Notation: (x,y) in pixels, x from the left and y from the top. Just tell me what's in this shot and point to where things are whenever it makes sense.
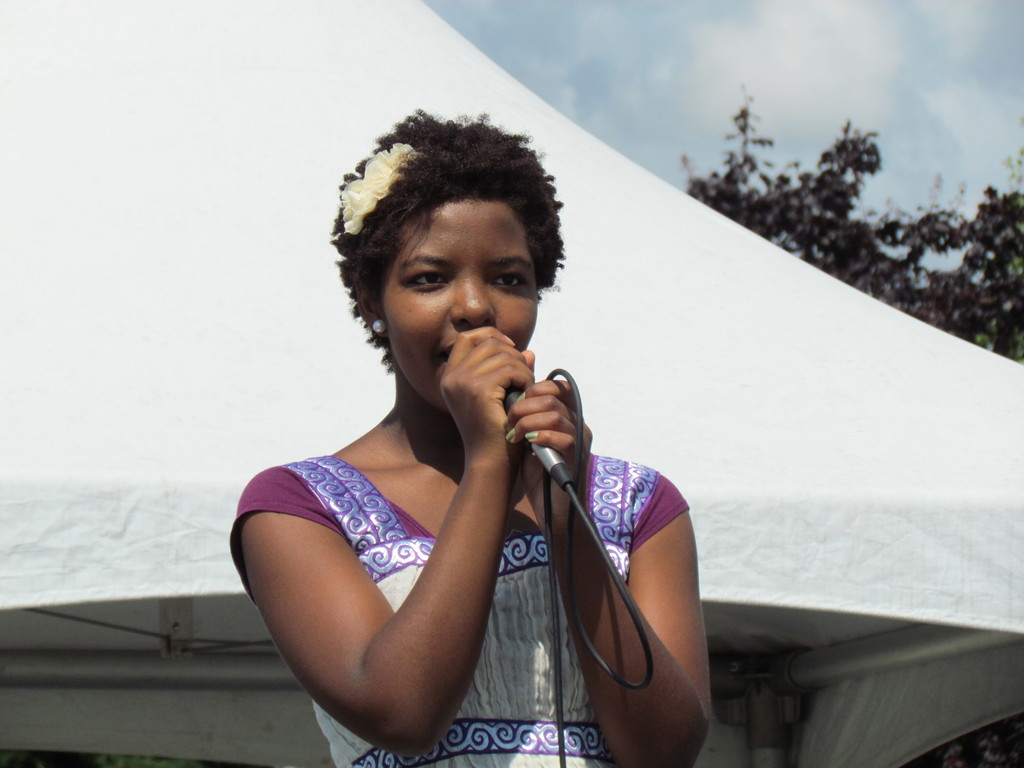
This image consists of a woman (664,701) standing and singing a song in mike (558,480). The background wall (165,133) is of white in color. On the right top (984,85) sky (965,28) visible blue in color and trees (869,166) are visible. It looks as if the image is taken on the stage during day time.
